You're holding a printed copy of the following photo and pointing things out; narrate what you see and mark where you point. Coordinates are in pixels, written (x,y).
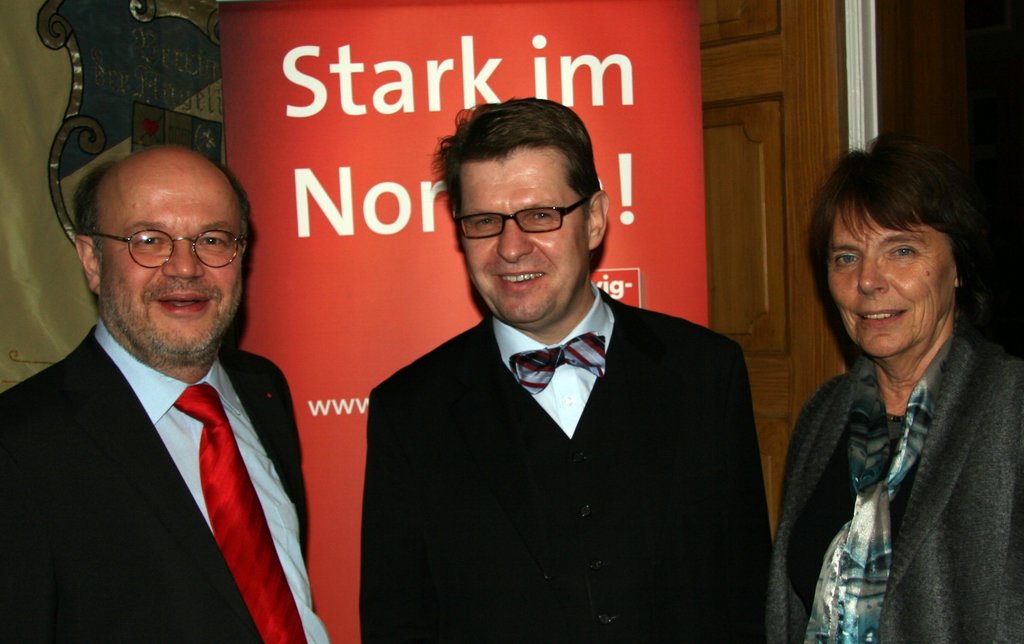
In this image I can see three persons (624,492) standing. In front (707,538) the person (688,516) is wearing black and white color dress (543,409) and I can see the board (454,54) in red color and the door (812,112) is in brown color.
